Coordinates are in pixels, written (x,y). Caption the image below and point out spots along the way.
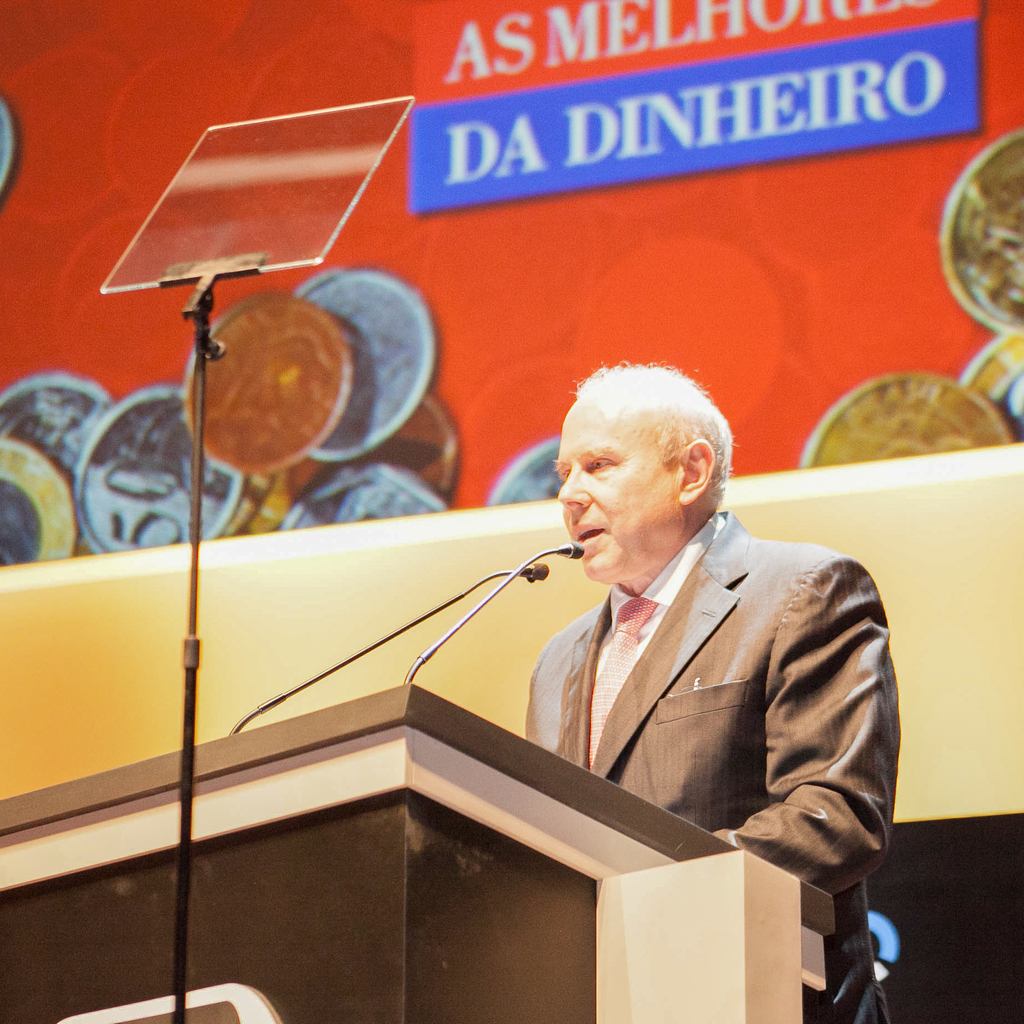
In the center of the image (618,601) a man (740,661) is standing in-front of podium (452,711) and talking. On podium (372,737) we can see mics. On the left side of the image (236,207) we can see a stand (189,213). In the background of the image (170,482) we can see a board (972,359).
